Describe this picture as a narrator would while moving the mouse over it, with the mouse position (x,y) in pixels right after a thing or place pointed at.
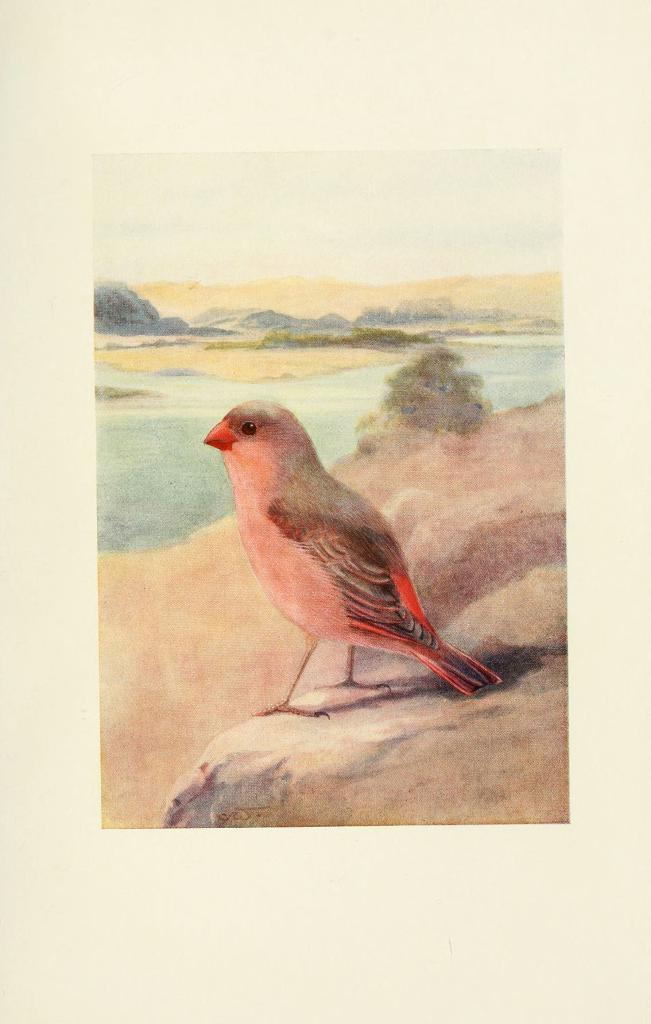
This picture is painting. In the center of the image (280,497) we can see a bird (311,557). In the middle of the image (423,381) water (336,388), trees (345,336), mountains (487,320) are present. At the bottom of the image (493,748) ground (532,715) is there. At the top of the image (424,222) sky (426,197) is present.
